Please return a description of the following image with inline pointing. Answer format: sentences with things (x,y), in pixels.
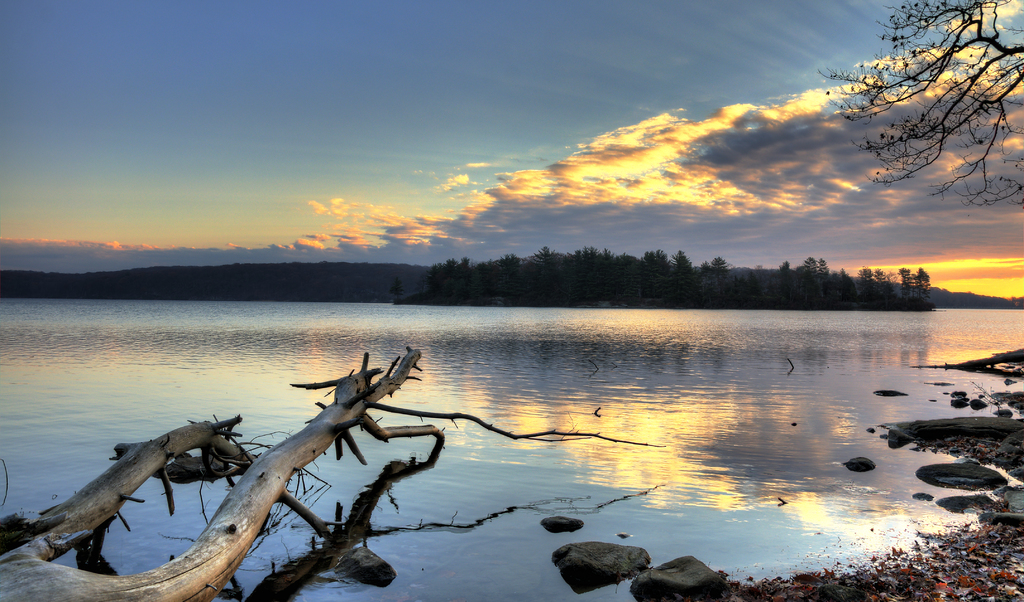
In this picture there is a beautiful view of the nature. In front (228,554) there are two tree trunk (248,530) and small stones (607,557). Behind we can see the sea water (664,333) and some trees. In the background (344,292) there is a mountain (150,292).
